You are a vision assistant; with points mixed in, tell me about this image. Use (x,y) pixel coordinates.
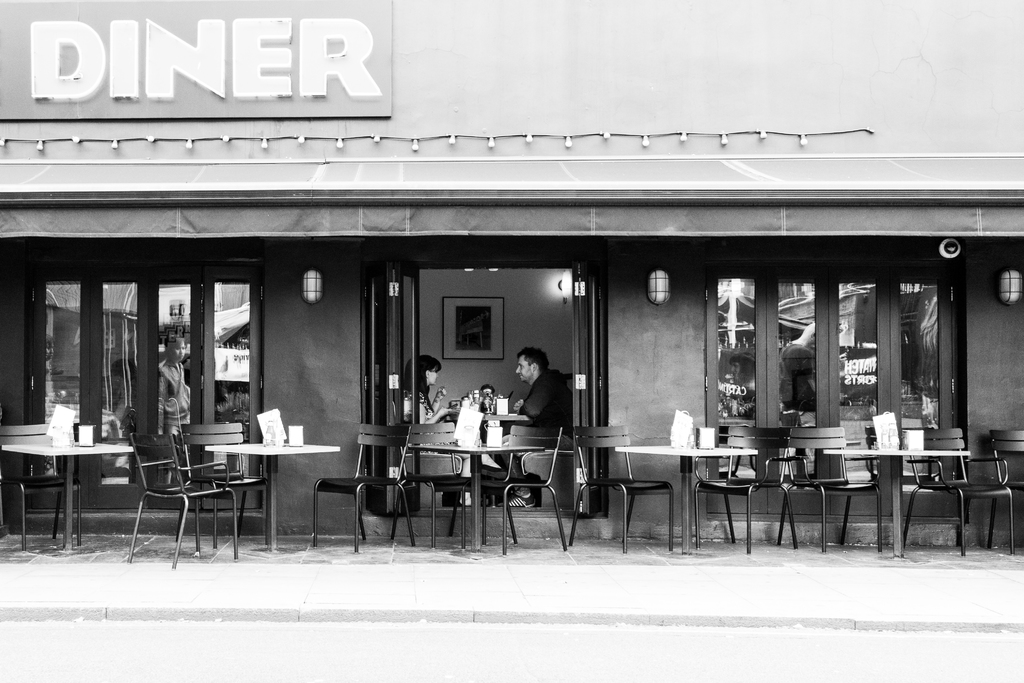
In this picture we can see a room (460,380) with two persons (563,380) sitting on chair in front and we have table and on table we can see some cards (475,426) and aside to this we have foot path (413,585) and on foot path (263,571) we can see tables (894,466) and chairs (509,499) here it is a road (483,649) and we have lights (312,286), windows (791,312), sun shades (432,204).
